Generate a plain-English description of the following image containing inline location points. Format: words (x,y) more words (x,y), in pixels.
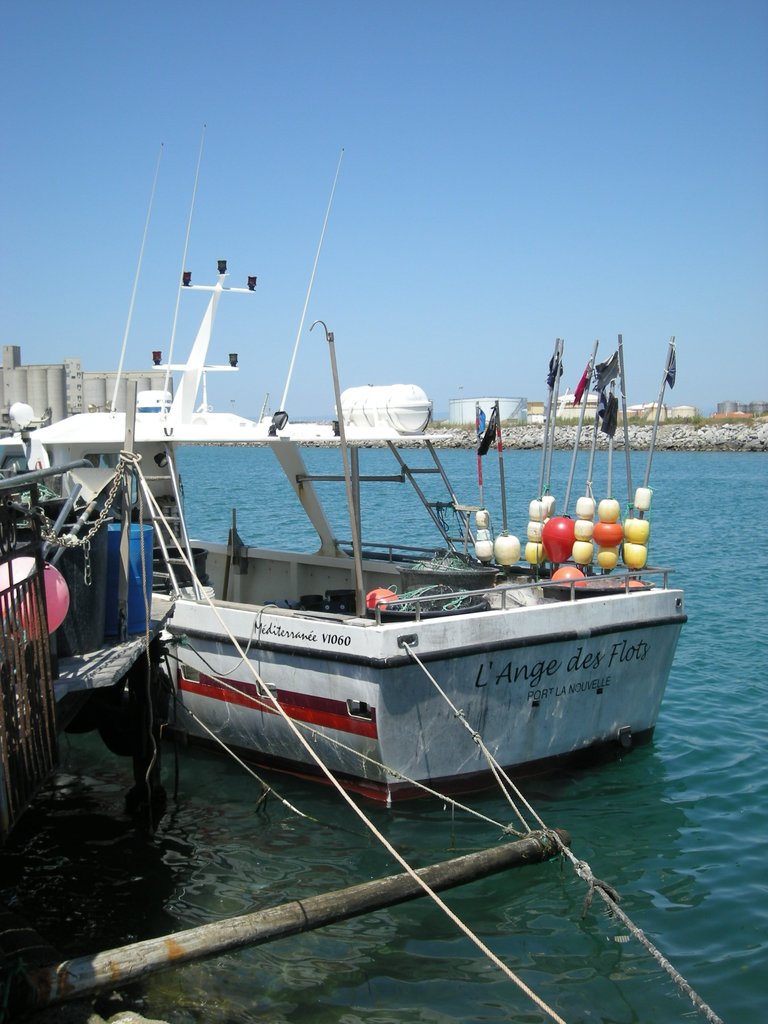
In this image we can see a boat (469,518). There are ropes (277,702). At the bottom of the image (687,910) there is water (451,925). In the background of the image (652,402) there are buildings (723,413). At the top of the image (367,304) there is sky (55,82).
